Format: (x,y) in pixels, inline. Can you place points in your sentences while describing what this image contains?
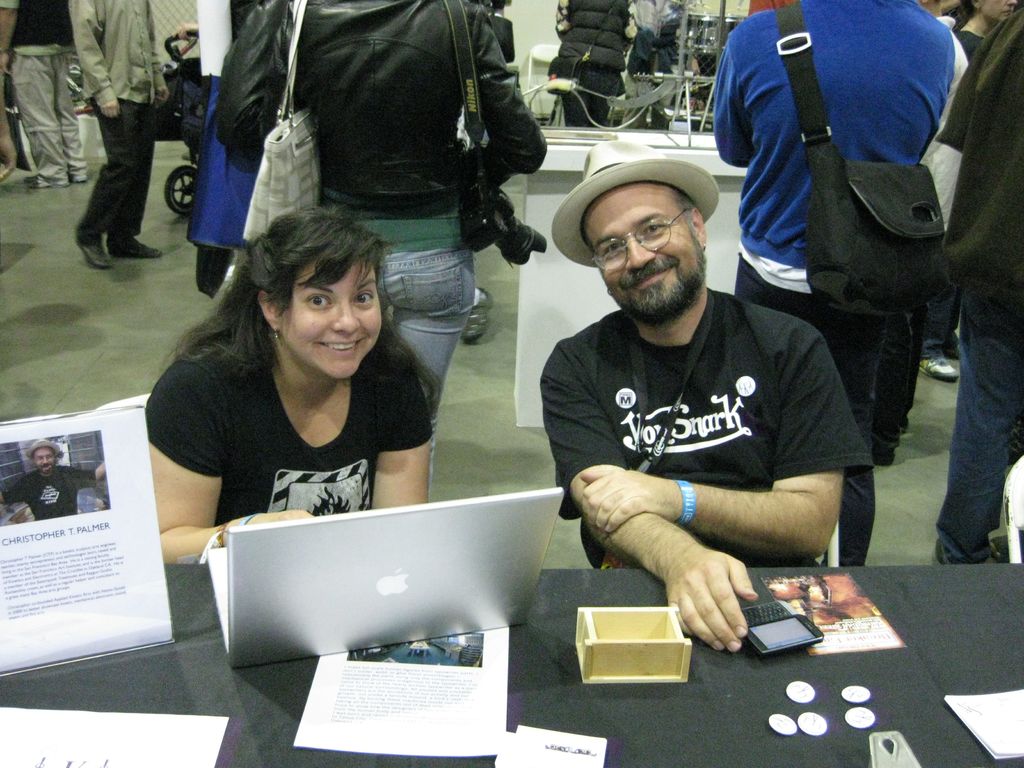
In this picture we can observe two persons (391,466) sitting in front of a table (831,675) on which we can observe mobile (764,646), papers (376,669), laptop (391,544) and some buttons (802,696). We can observe a woman (345,380) and a man (593,435). Both of them were smiling. In the background (290,179) there are some people (455,170) standing wearing bags (273,162) on their shoulders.
